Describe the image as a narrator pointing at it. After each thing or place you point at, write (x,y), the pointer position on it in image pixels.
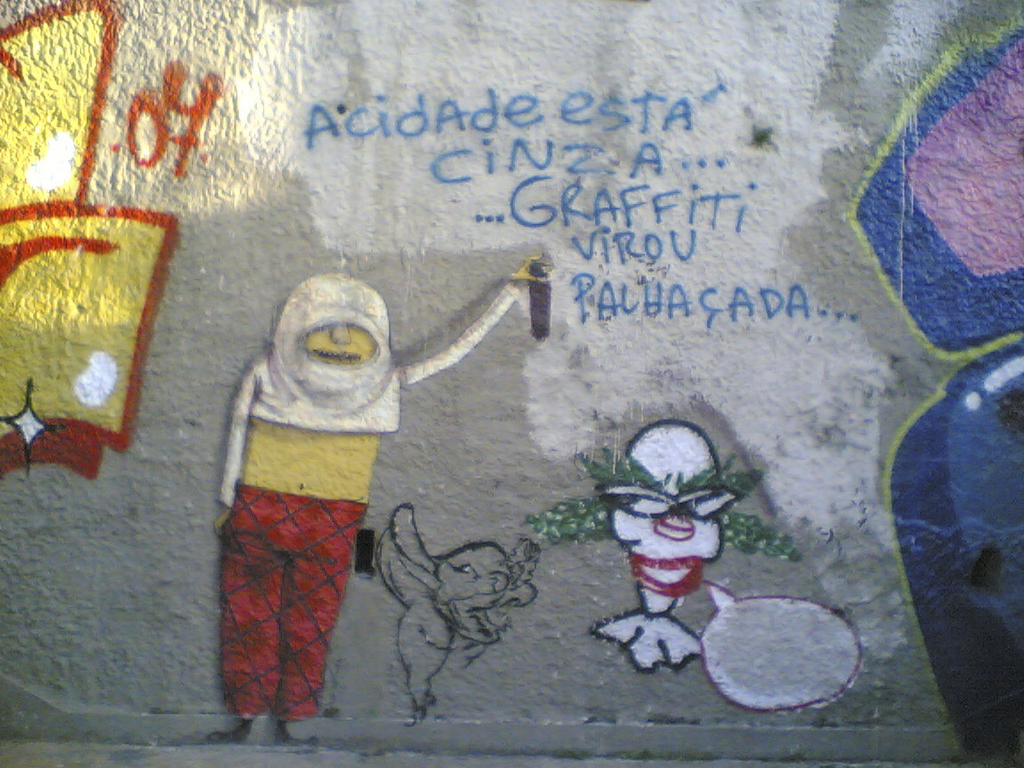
In the foreground of this image (333,466), there are graffiti paintings (329,449) on the wall (907,376) and also some text (610,287) on it.
